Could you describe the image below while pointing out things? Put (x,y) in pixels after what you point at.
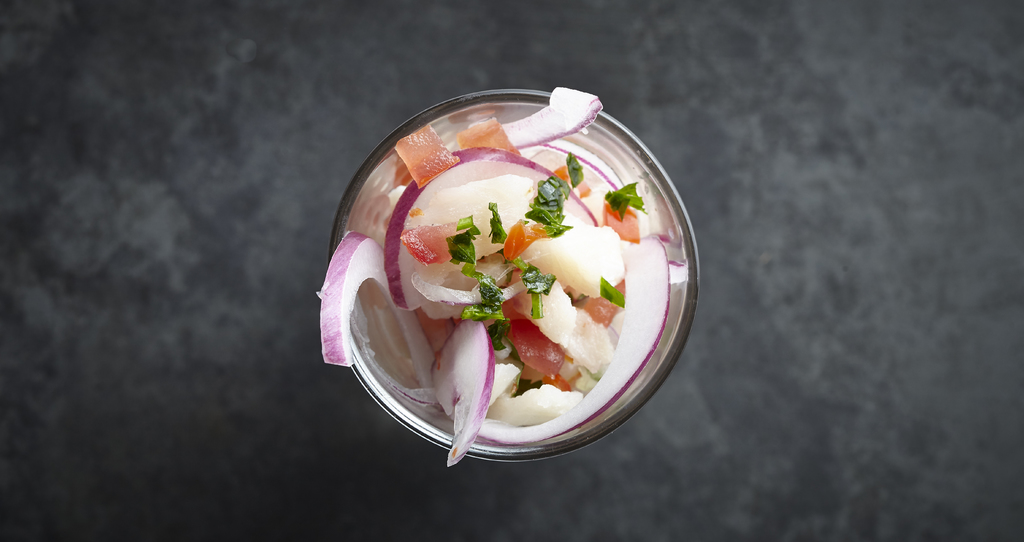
In this image there is a bowl (683,248) on the floor (582,60). There are vegetables (468,268) in the bowl (448,311). There are sliced onions (446,361), chopped tomatoes (420,236), herbs (558,192) and fish (559,250).
